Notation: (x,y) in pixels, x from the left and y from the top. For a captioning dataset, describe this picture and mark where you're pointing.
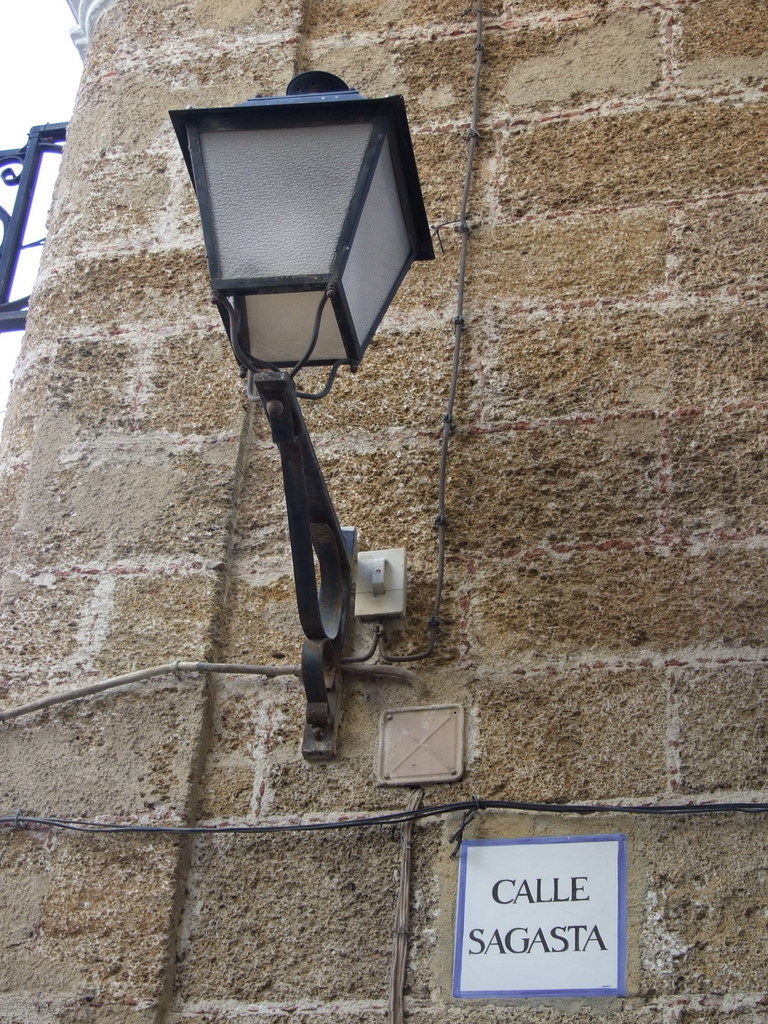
In this image I can see the wall (408,35) on the wall (408,35) I can see lamp (402,169) attached and a paper (495,877) attached to the wall (339,909) and text (520,895) visible on the paper (494,908).
